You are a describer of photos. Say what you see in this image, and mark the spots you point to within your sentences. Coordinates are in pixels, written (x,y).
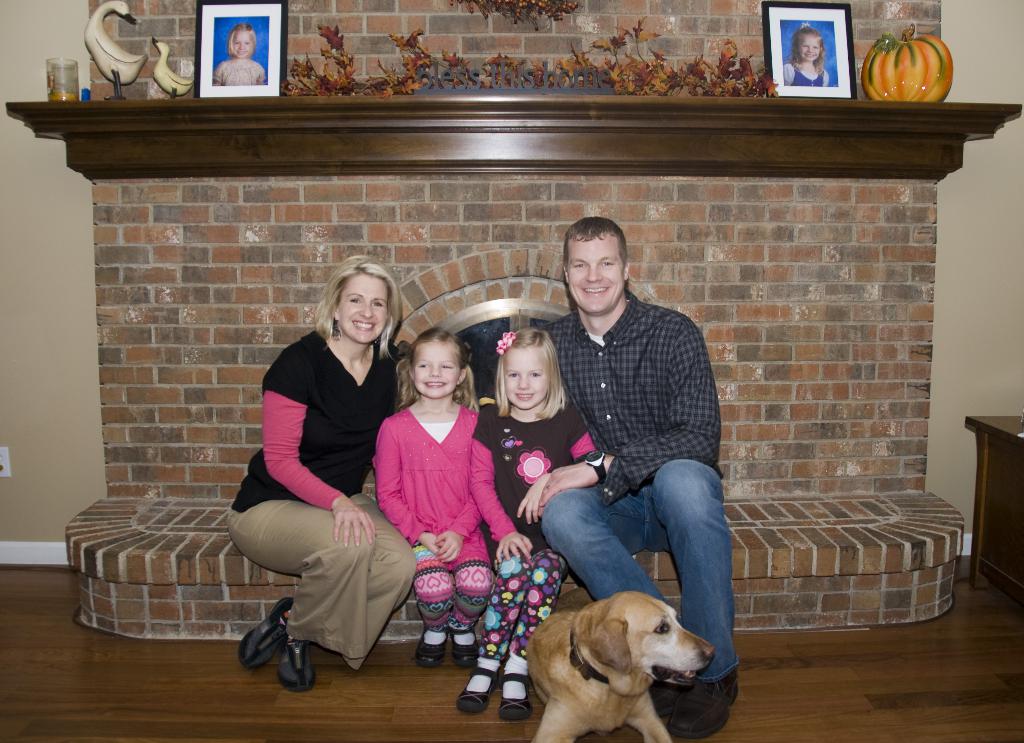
In this picture here is the wall (309,185) and photo frame (222,65) on it, and duck (116,47) and glass (58,77), and dried leaves (410,56) and pumpkin (870,76), and on the hearth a person (620,379) is sitting, and child (535,408) beside him, and here is the woman (372,384) sitting and smiling, and here is the dog (554,661) on the floor (473,719).
